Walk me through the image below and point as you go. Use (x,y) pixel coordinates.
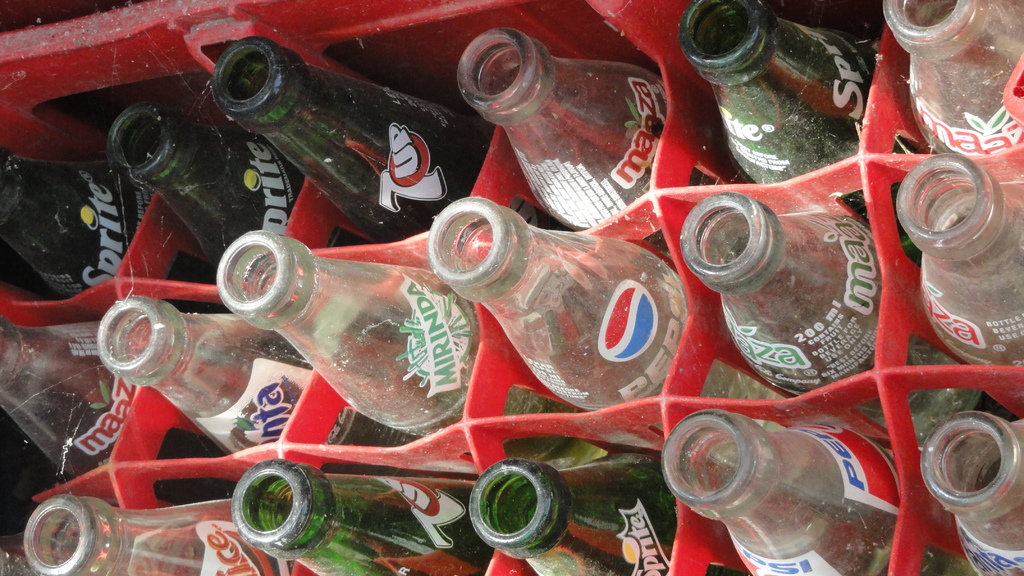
In the image there are few bottles (540,132) on the tray (337,219).
